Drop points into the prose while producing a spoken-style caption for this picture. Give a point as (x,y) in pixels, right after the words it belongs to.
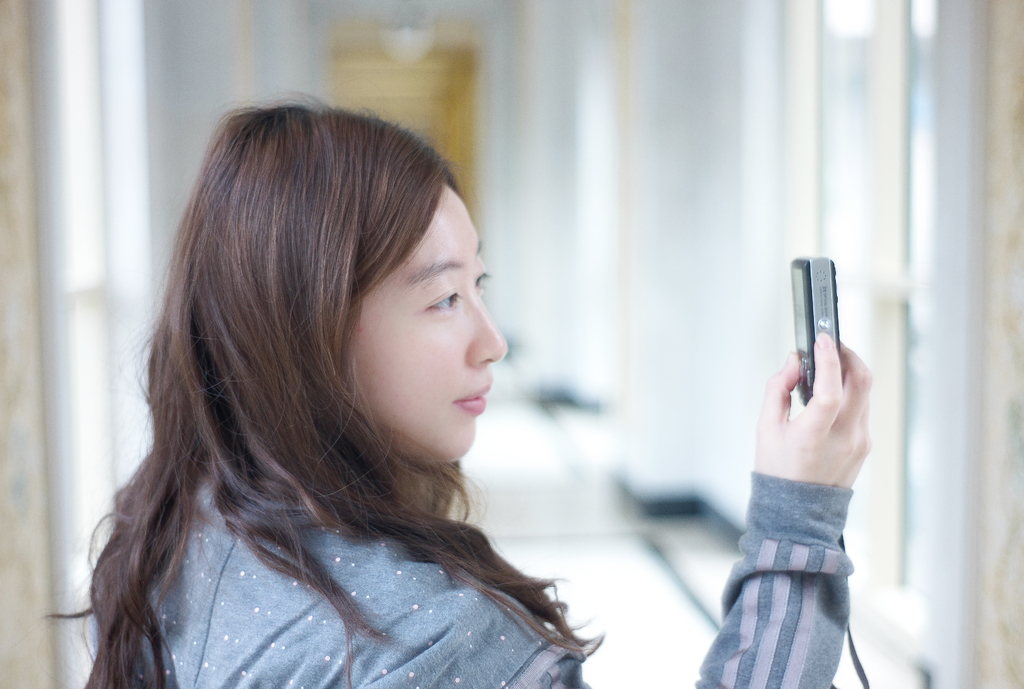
There is a lady (237,302) in the image, holding a camera (806,306) in her hand (837,381) and clicking a photos, who's wearing a blue color jacket (434,628) with a long hair (346,476). In the background (395,43) top, we can see a chandelier (408,52) hanging on the wall (419,17). In the background (455,61) middle, we can see a door (447,107) with light yellow in color. Both sides of the image, we can see a wall (777,57) with white in color.
